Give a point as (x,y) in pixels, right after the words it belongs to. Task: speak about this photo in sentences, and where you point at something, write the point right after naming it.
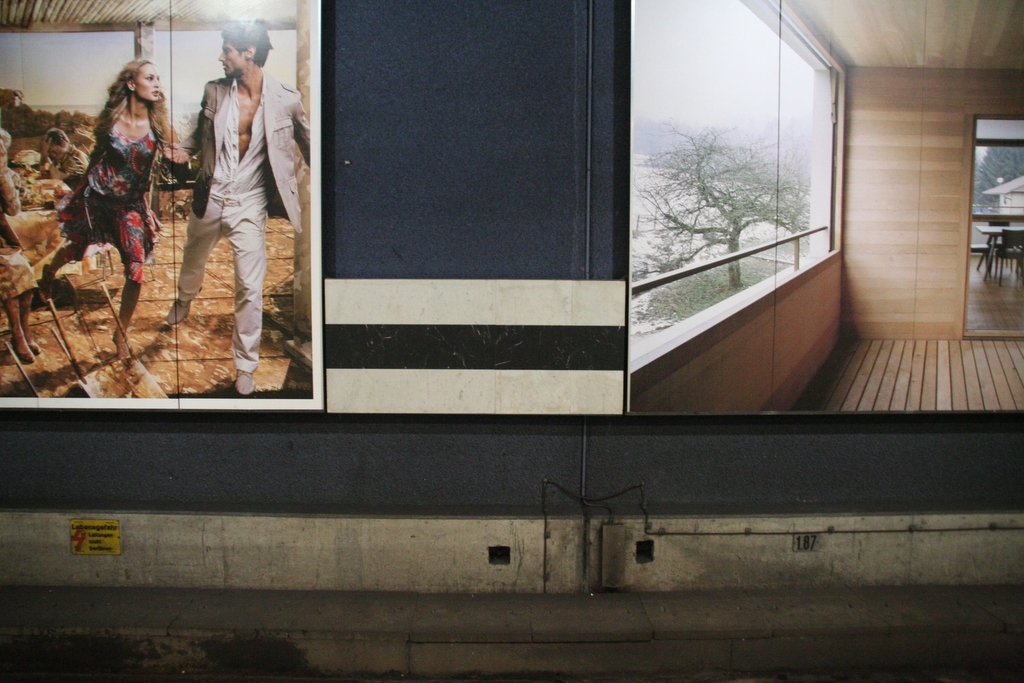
In this image we can see wall hanging (299,230) attached to the wall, dining table (997,227), trees (726,224) and sky (687,126).
